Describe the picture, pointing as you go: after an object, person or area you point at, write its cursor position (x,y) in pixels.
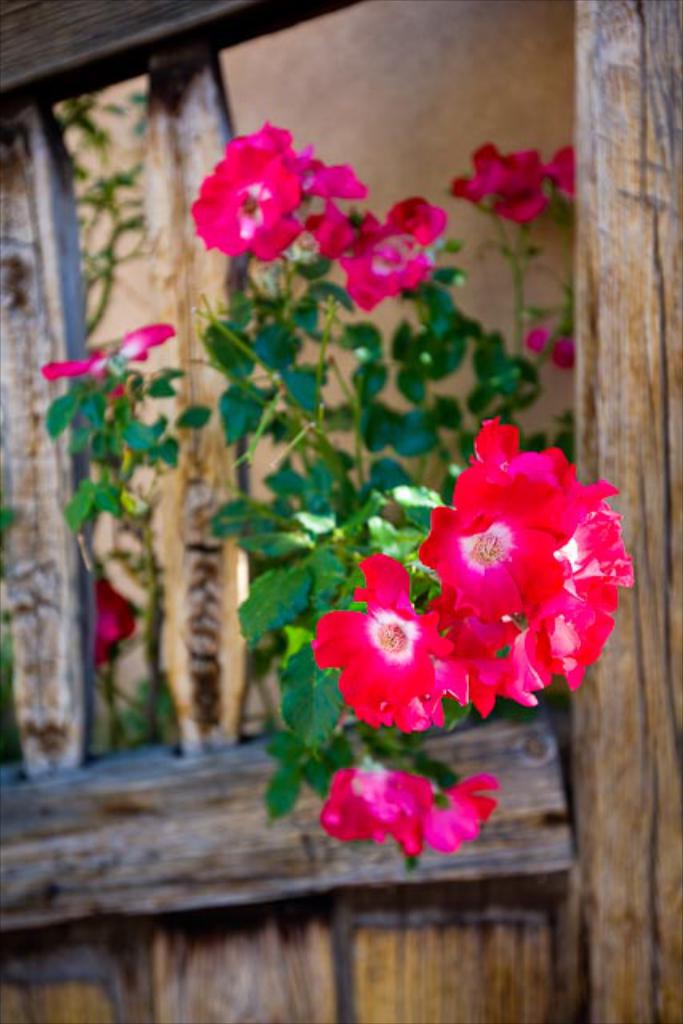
There is plant (337,472), this is wood (619,813).
